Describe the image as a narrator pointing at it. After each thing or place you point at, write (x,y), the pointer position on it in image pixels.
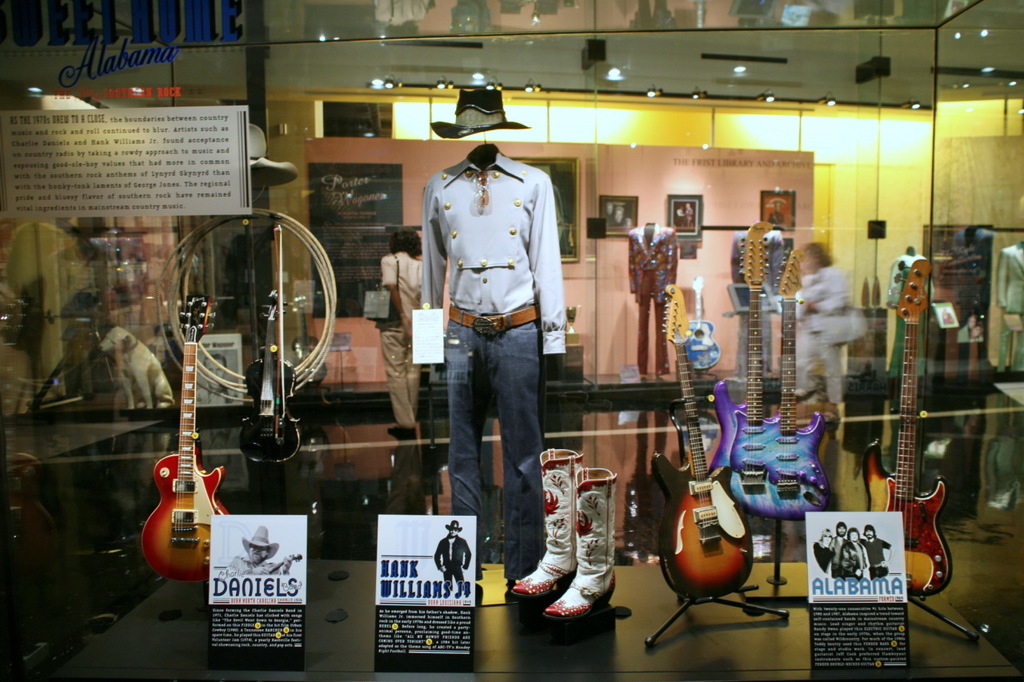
There are mannequins (533,481). Here we can see a person (395,336) standing on the floor (361,446). These are the guitars (722,435) and there are boards (836,565). On the background (855,135) there is a wall (848,183) and these are the lights (697,99). Here we can see frames (681,233) and this is poster (147,190). And there is a board (191,184).
